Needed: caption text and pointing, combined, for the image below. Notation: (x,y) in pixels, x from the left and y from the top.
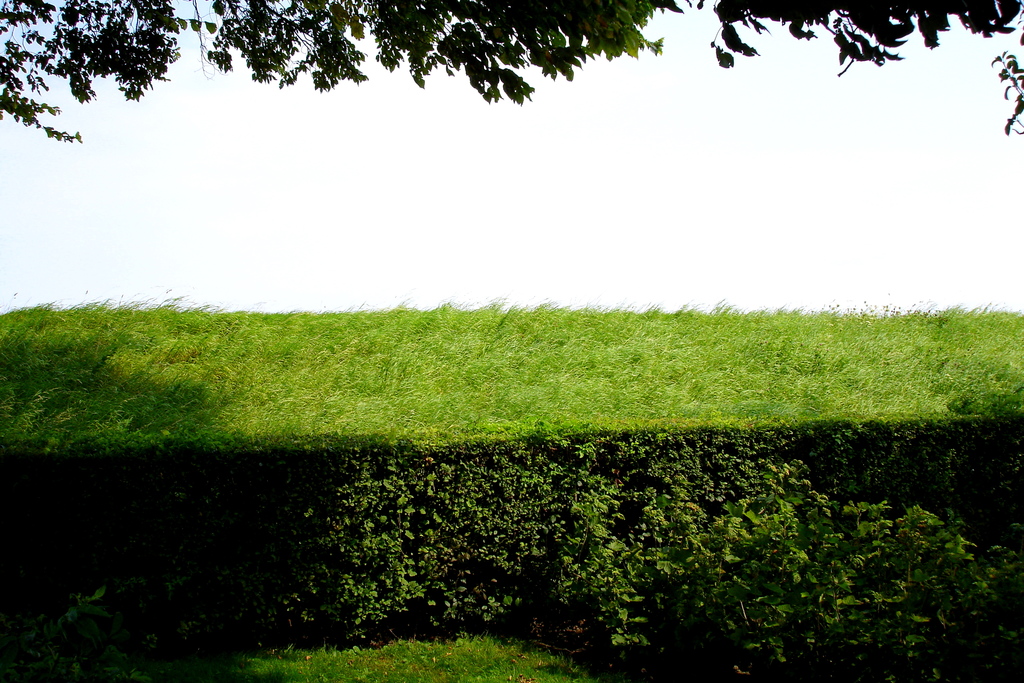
In this image you can see a bush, at the top of the image (459,46) there are trees (436,33).
